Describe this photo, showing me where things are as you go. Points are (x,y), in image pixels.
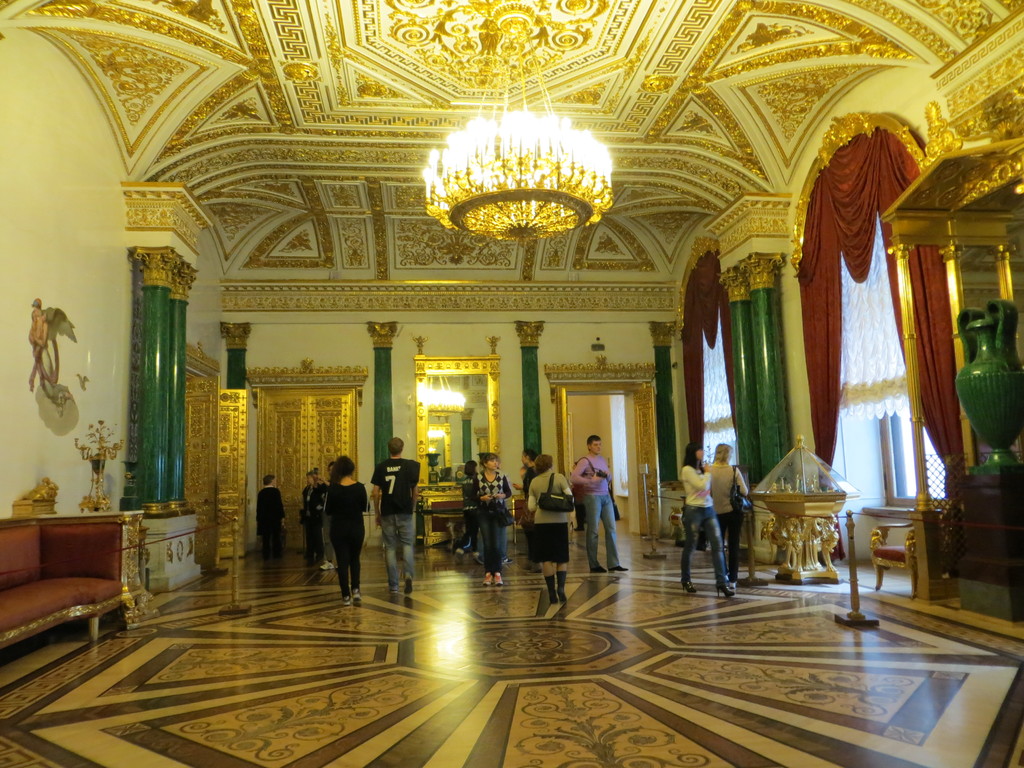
In this image there are people (403,533) on the floor (585,624). There is a chair (904,556). Beside there is a table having an object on it. Left side (11,596) there is a sofa (78,538). Beside there is a table (113,518) having a flower vase (96,472) and an idol (44,510). Middle of the image (448,425) there is a mirror (448,403). There are curtains (702,404) hanging from the roof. Background (585,395) there is a wall (676,456) having doors (645,432). Right side (1014,375) there is a vase (1001,378). Top of the image (511,210) there is a chandelier (428,170) hanging from the roof (330,99).
